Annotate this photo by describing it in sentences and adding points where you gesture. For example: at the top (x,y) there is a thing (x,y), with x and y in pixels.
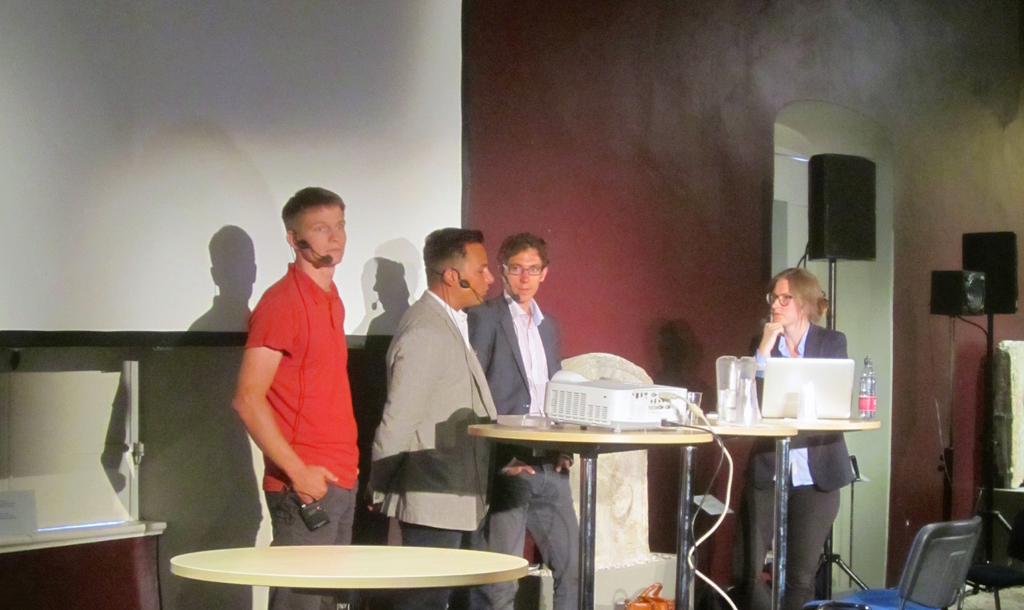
As we can see in the image, there is a white color wall (164,156), four people (273,324) standing over here. In front of them there is a table (549,437). On table (591,429) there is a projector (594,411) and on the right side (1004,285) there is a sound box (984,301) and a chair (935,550).
